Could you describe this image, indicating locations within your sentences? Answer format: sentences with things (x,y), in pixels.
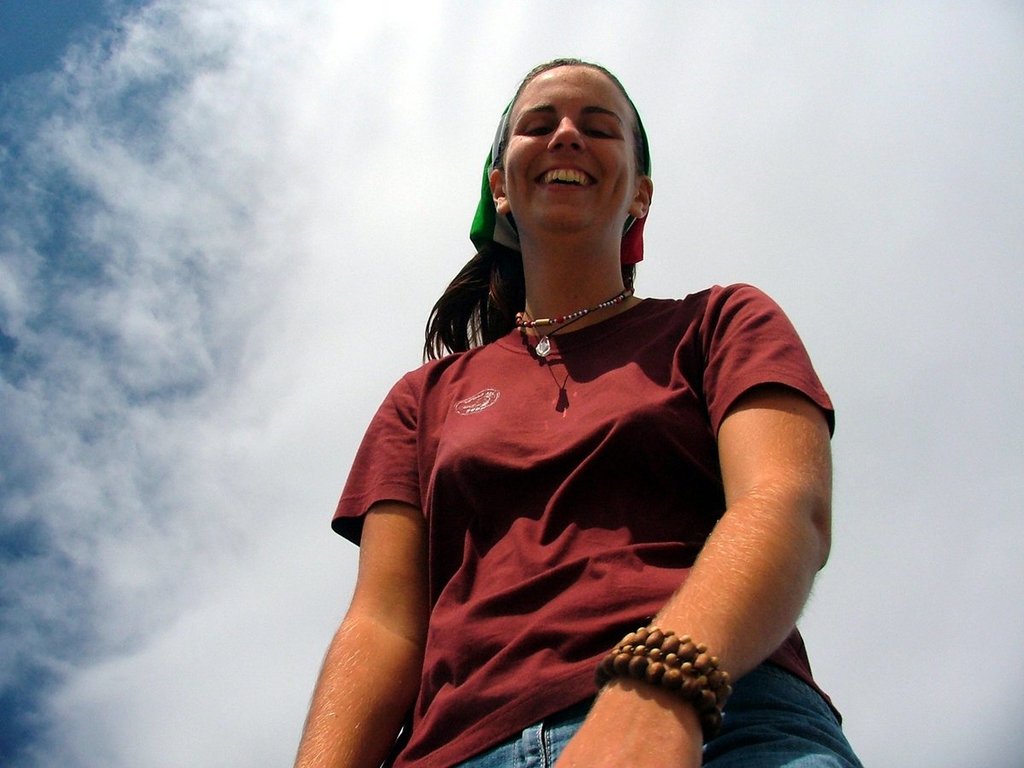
In this image there is a lady (583,427), she is wearing T-shirt (581,396) and jeans (555,722), in the background (681,7) there is the sky (900,307).
